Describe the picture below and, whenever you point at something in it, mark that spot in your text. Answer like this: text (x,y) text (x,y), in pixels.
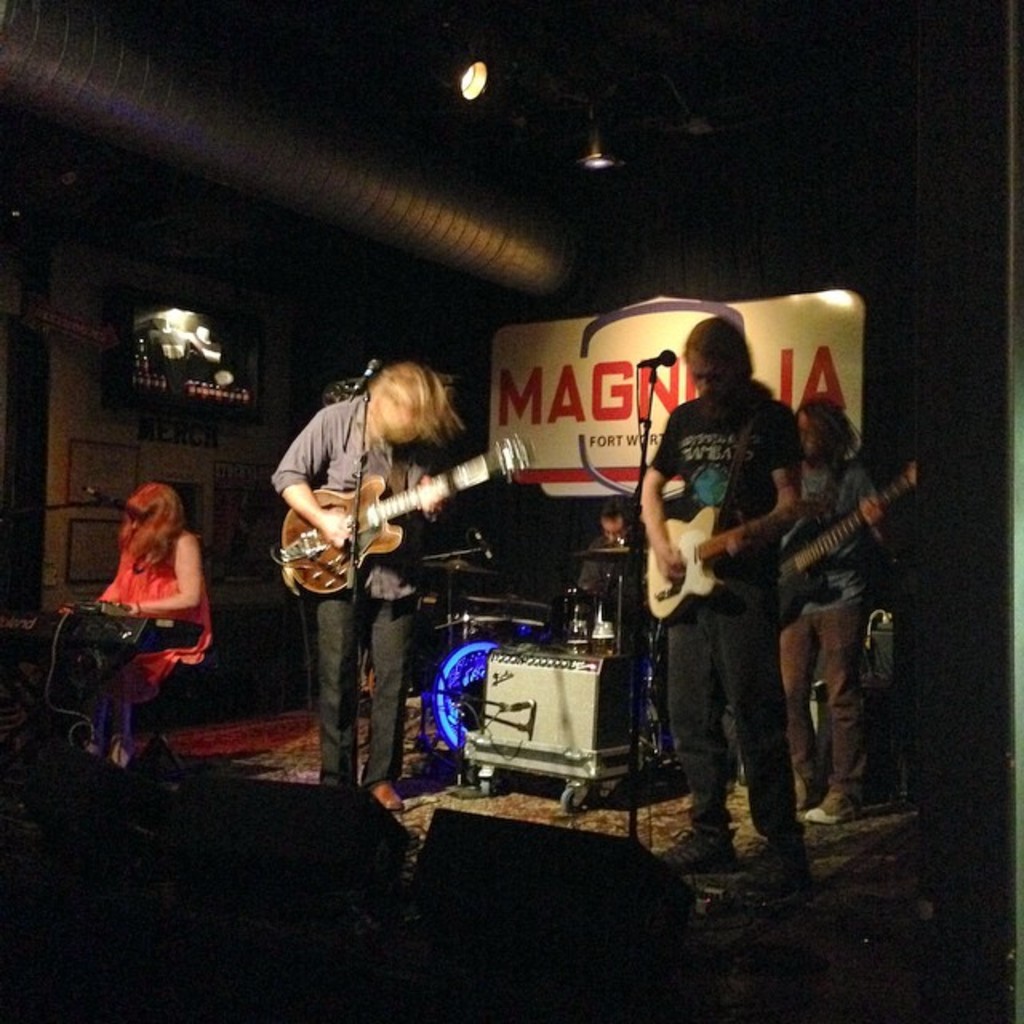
In the image we can see there a men (742,543) who are holding guitar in their hand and the woman (179,653) is playing music, at the back (618,526) the man (615,538) is playing the drums (543,642).
